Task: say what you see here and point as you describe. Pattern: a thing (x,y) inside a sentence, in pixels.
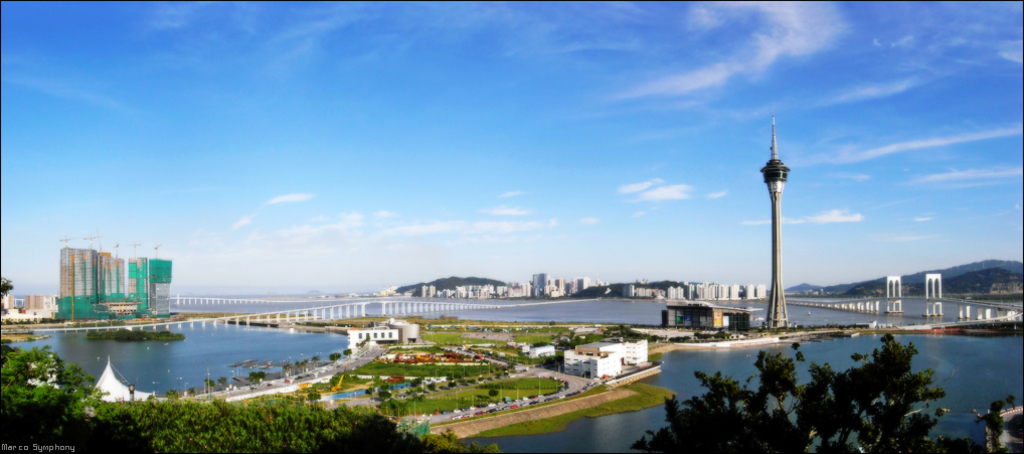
This image is clicked from a top view. In the center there are buildings (412,342), trees (452,383) and roads (297,383). There are vehicles (475,415) moving on the road (311,371). Beside the road (460,348) there are poles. There is grass (453,398) on the ground (467,397). Around it there is the water (635,322). To the right (968,273) there are mountains (951,279). Beside it there is a bridge (899,301) on the water (856,298). There is a tower (770,301) in the image. To the left (111,280) there are buildings (108,292). In the background (427,288) there are mountains (469,280) and buildings (574,285). At the top (476,89) there is the sky (485,100). At the bottom (217,416) there are trees (832,418). In the bottom left (26,448) there is the text (39,448) on the image.
